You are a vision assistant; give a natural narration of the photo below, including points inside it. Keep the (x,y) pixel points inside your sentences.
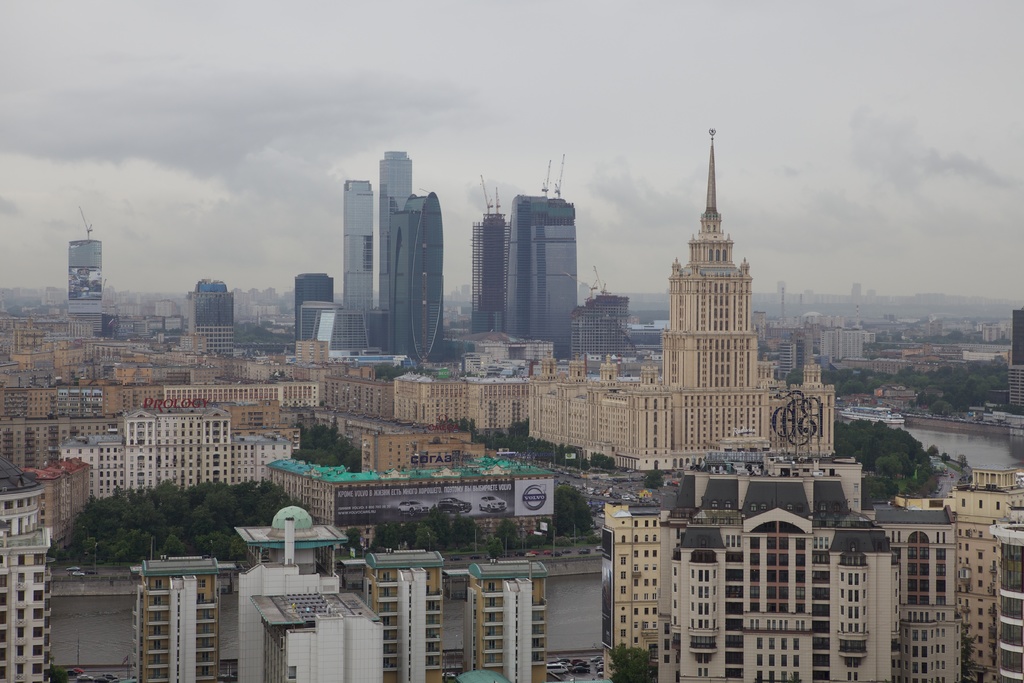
At the bottom of the image (114,522) we can see some trees (114,522), buildings (344,678), water (1006,453) and vehicles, On the water (969,446) we can see some ships (867,407). At the top of the image (529,102) we can see some clouds (165,38) in the sky (165,38).
